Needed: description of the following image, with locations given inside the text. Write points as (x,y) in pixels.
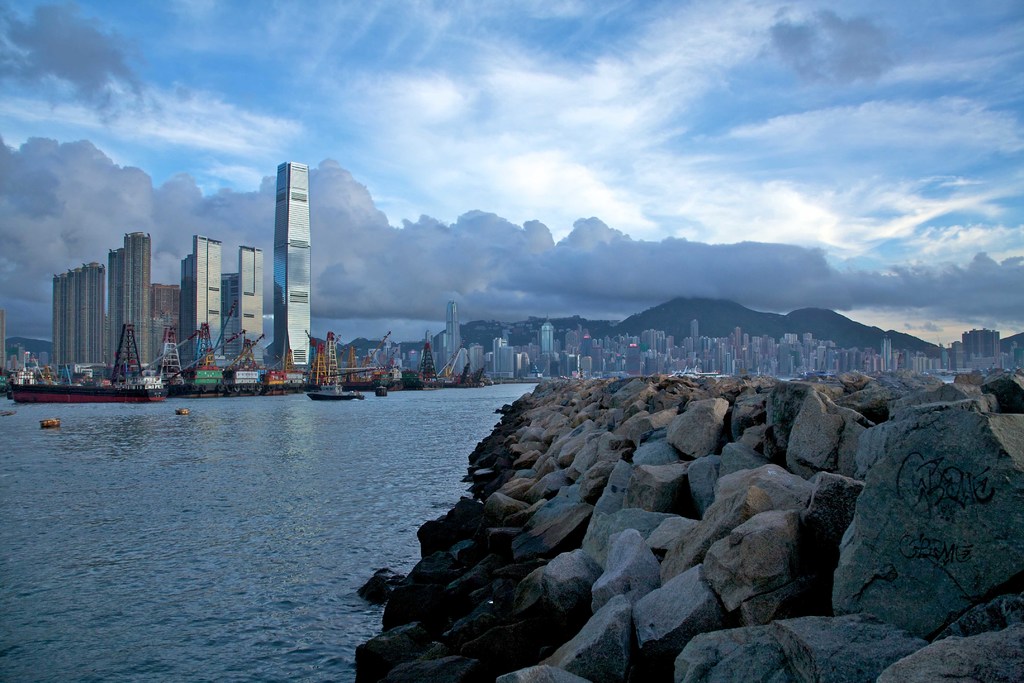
In the right bottom (842,593), we see the rocks (844,511). On the left side (243,505), we see water (327,559) and this water (253,527) might be in the lake (285,470). We see the ships (159,378) are sailing on the water (304,478). There are buildings (566,349), trees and hills (774,331) in the background (725,325). At the top (613,151), we see the sky (686,98) and the clouds (518,283).
